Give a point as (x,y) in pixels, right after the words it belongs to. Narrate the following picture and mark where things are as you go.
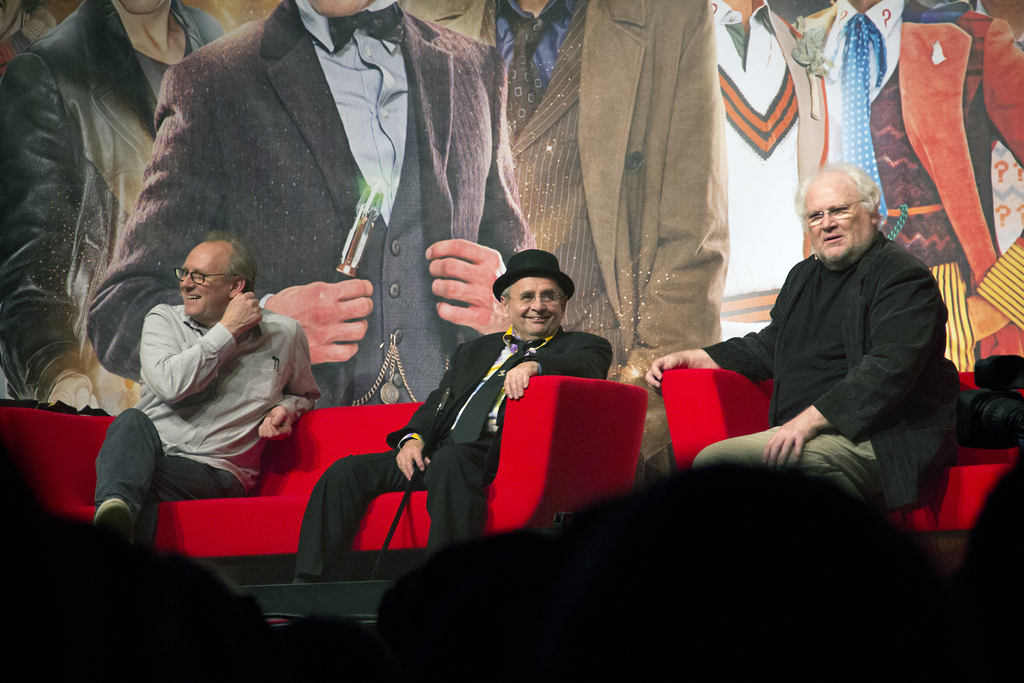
In the middle (407,449) a man (464,519) is sitting on the red color sofa chair (517,480), he wore a black color dress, hat (522,270). Behind them there is a picture (617,247) on the wall (579,292).
